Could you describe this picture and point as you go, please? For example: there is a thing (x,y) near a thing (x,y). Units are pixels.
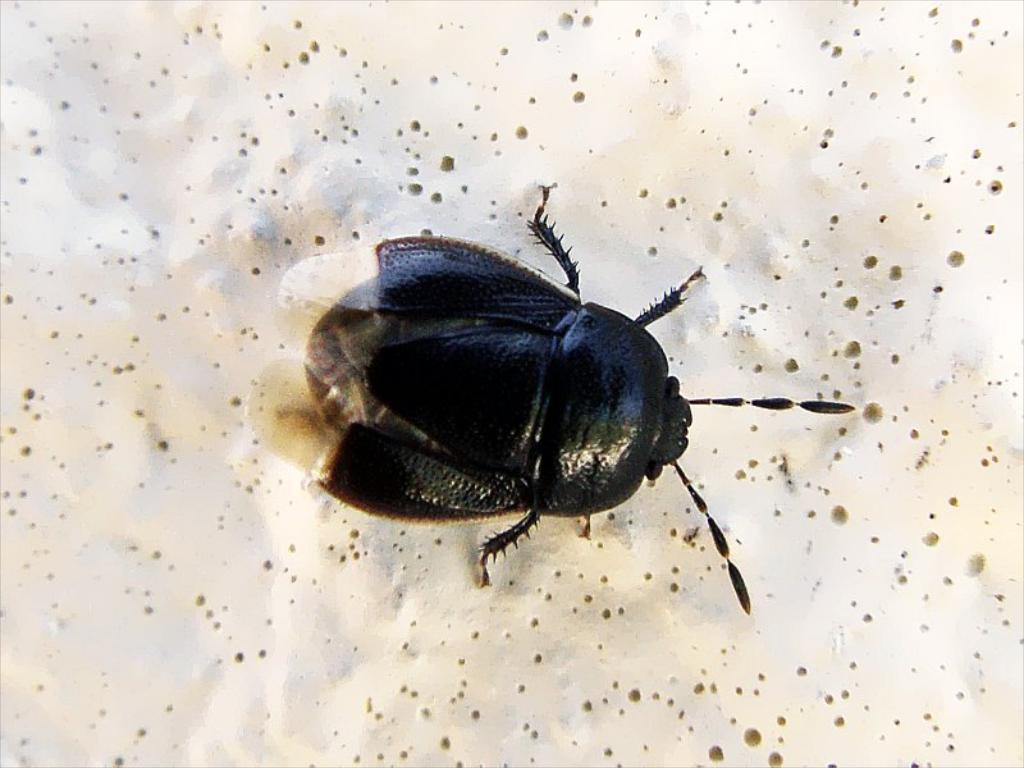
In this picture I can see there is an insect (513,422) and it has wings (466,304), head (660,424) and there is a white surface (379,552) in the backdrop (469,84).
